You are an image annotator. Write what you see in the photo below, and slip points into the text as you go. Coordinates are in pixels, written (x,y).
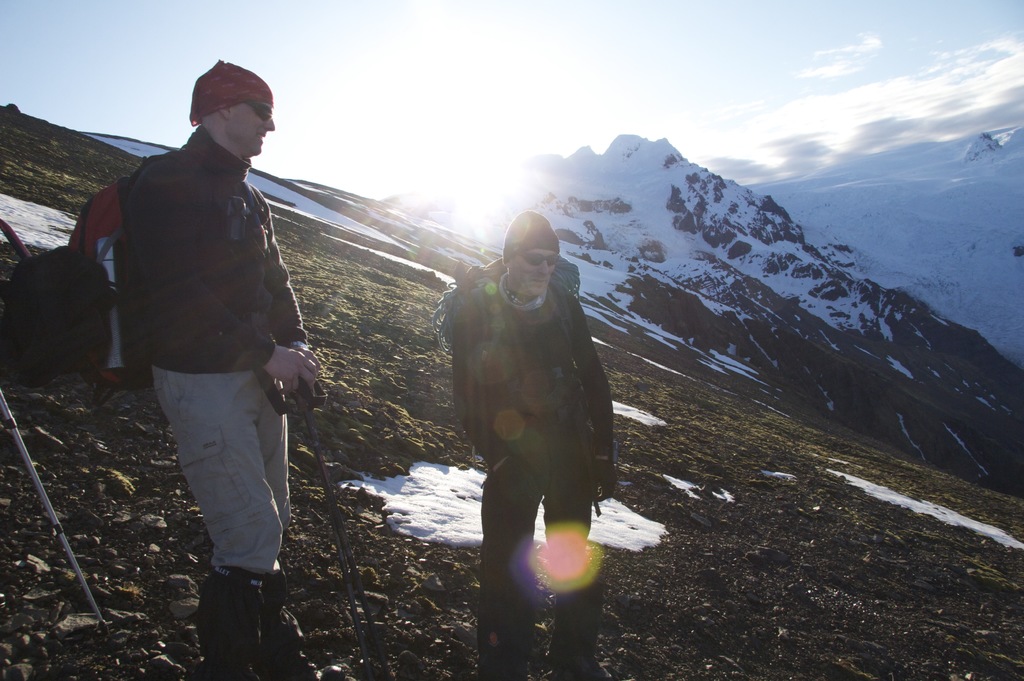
In this picture we can see two men (600,458) wore caps (206,94), goggles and carrying bags (57,330) and standing on the ground (827,545), mountains (964,259) and in the background (630,83) we can see the sky (735,67) with clouds (824,78).
